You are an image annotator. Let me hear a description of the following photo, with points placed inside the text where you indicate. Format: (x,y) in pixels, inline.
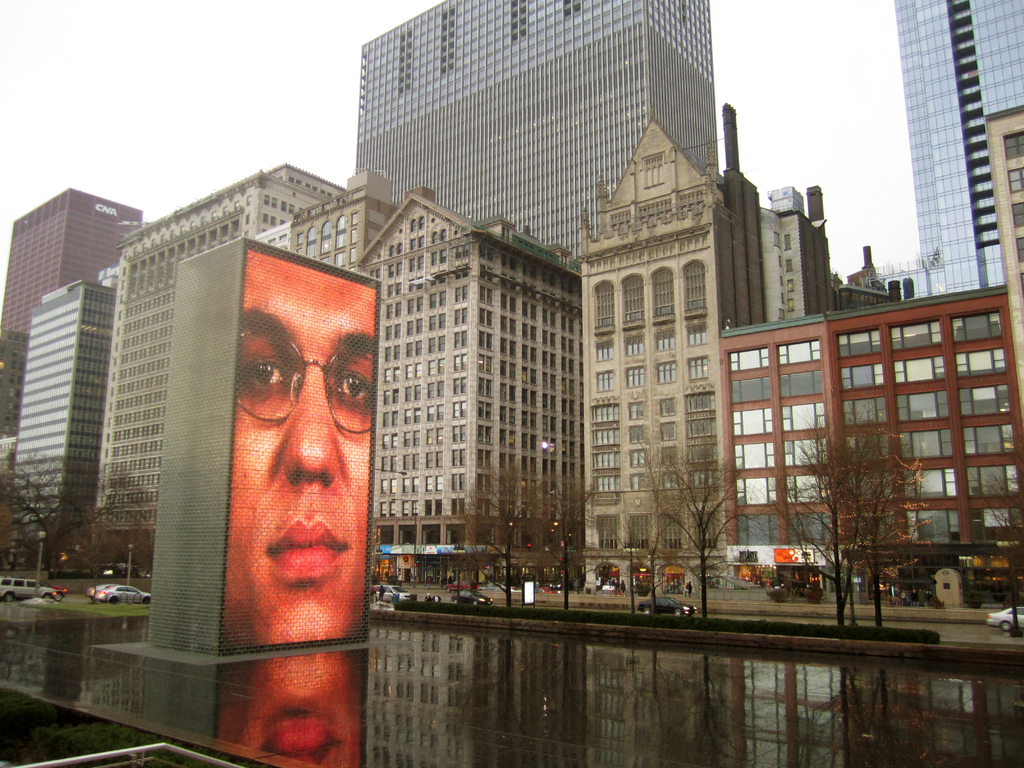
In this image there is a water surface (229,706) in middle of water surface (125,663) there is a fountain (267,609), in the background (745,578) there are trees (583,537), cars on road (755,617), buildings (771,325) and the sky (287,114).
